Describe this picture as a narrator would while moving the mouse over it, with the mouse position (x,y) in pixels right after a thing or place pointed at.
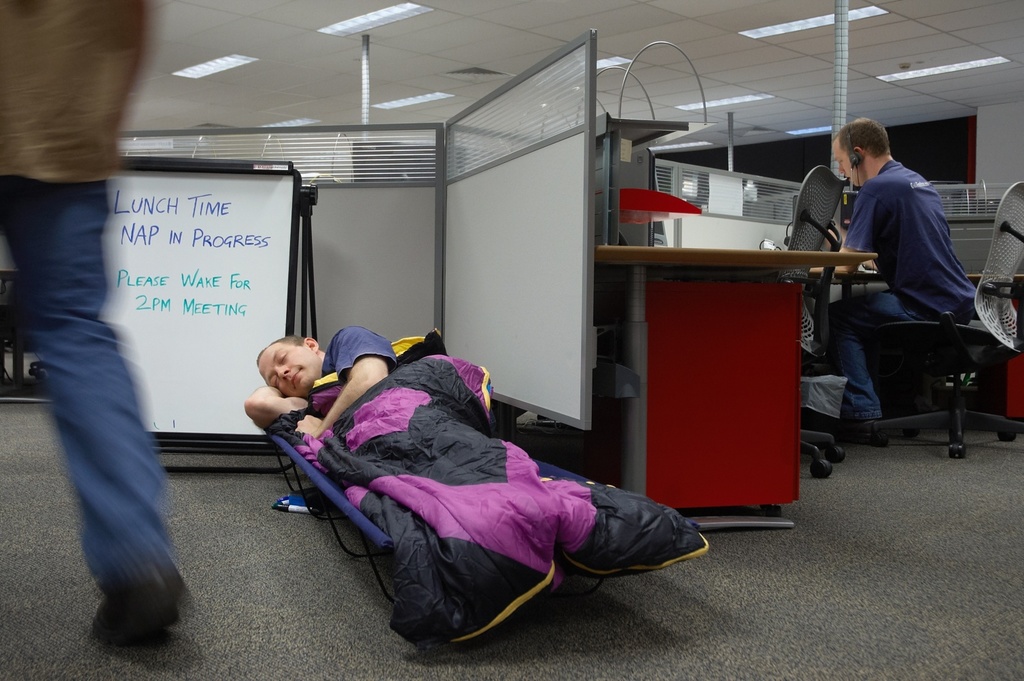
In this picture we can see three people (100,139) where a man (268,369) lying on a stretcher (287,471) with a blanket (464,428) on him, person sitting on a chair (895,330), board (181,332), desk (714,273), poles (366,72), lights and some objects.
